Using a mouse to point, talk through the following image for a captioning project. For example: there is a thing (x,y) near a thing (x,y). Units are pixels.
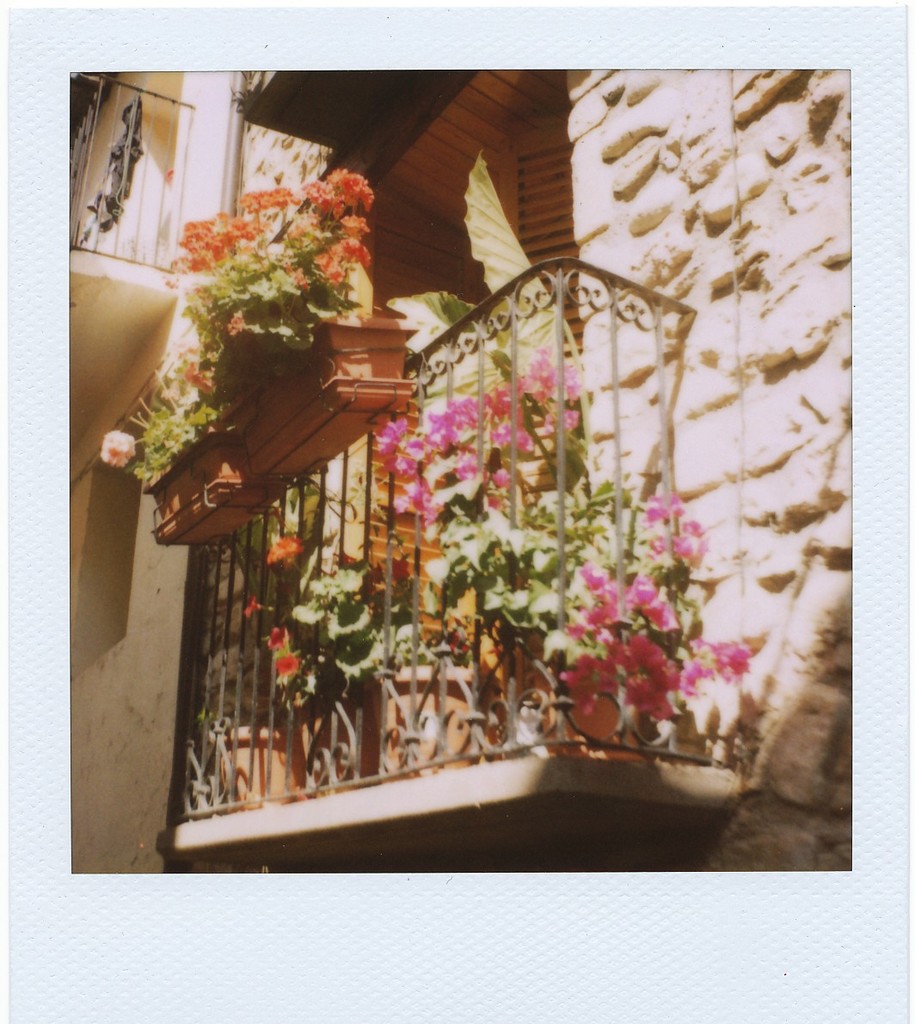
In this image we can see wall (777,456), railings (463,433), plants (297,535), and flowers (382,443).
